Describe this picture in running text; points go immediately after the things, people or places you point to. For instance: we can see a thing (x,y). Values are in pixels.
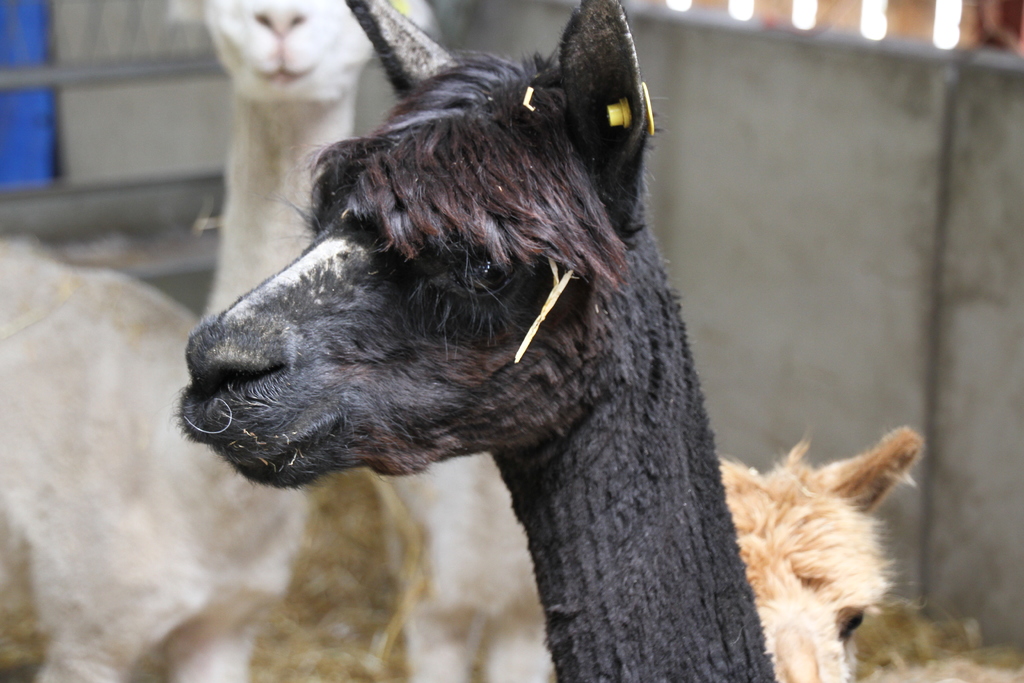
In this image I can see an animal (593,455) which is black in color. In the background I can see few other animals (58,385) which are white and brown in color and the wall (785,230).
